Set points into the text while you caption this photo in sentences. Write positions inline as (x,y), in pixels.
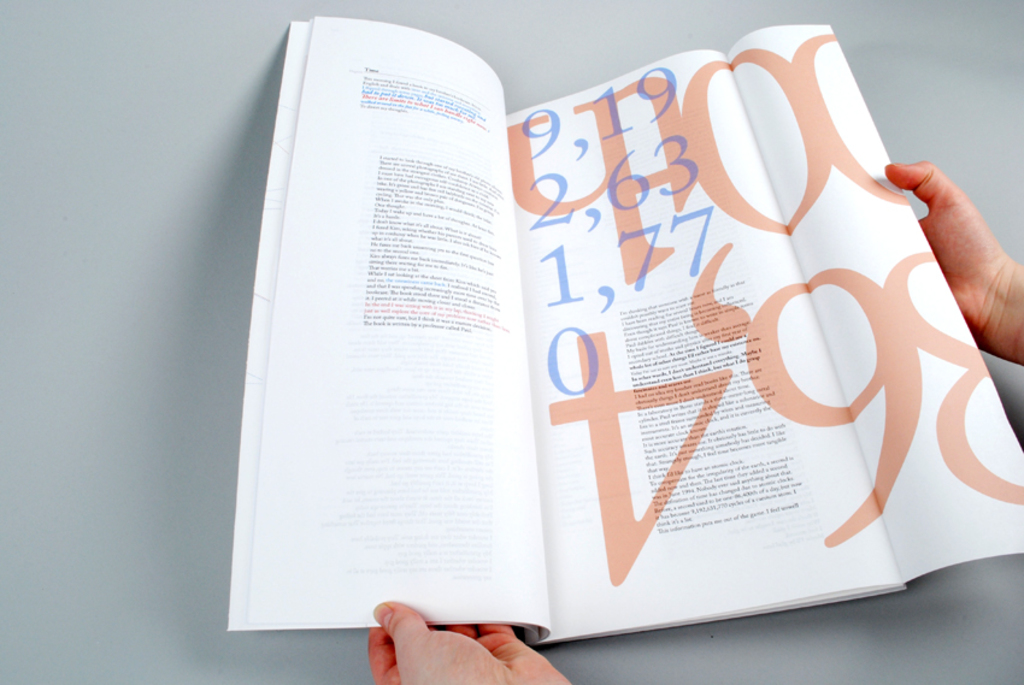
In this image we can see the hands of a person (445,643) holding a book (262,403) containing some text (708,504) in it which is placed on the surface (635,668).
